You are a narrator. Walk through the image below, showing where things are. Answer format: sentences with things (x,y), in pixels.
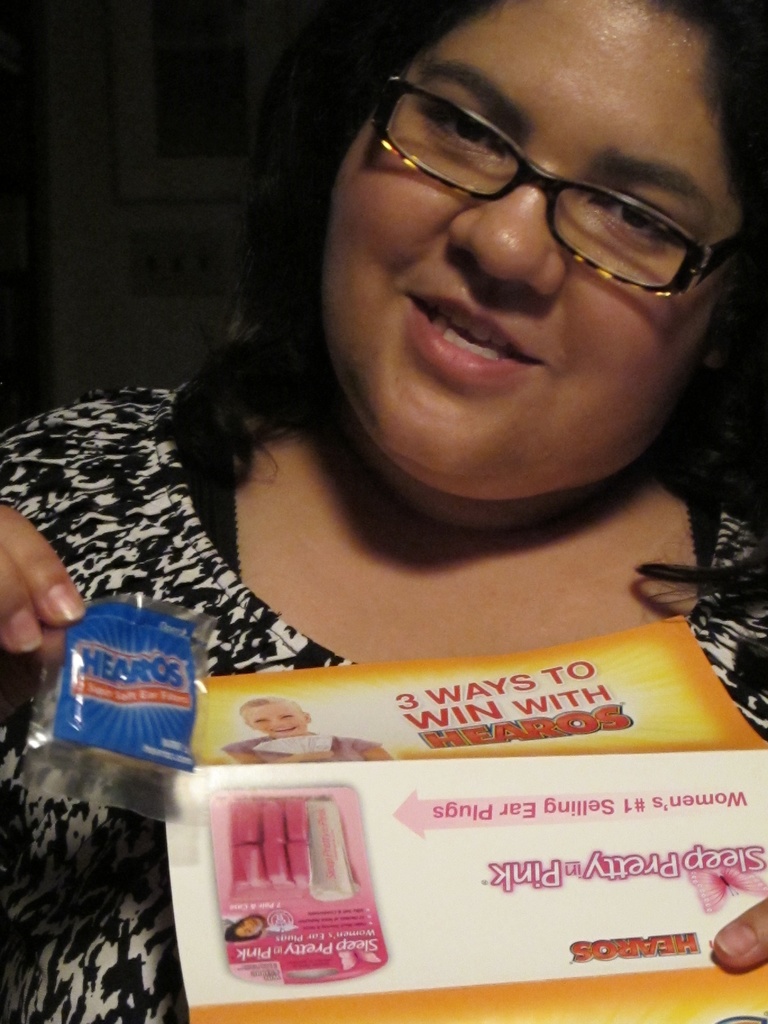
In this image, we can see a woman (313,278), she is wearing specs (582,238), she is holding a small packet (198,788) and a flyer (340,790).
